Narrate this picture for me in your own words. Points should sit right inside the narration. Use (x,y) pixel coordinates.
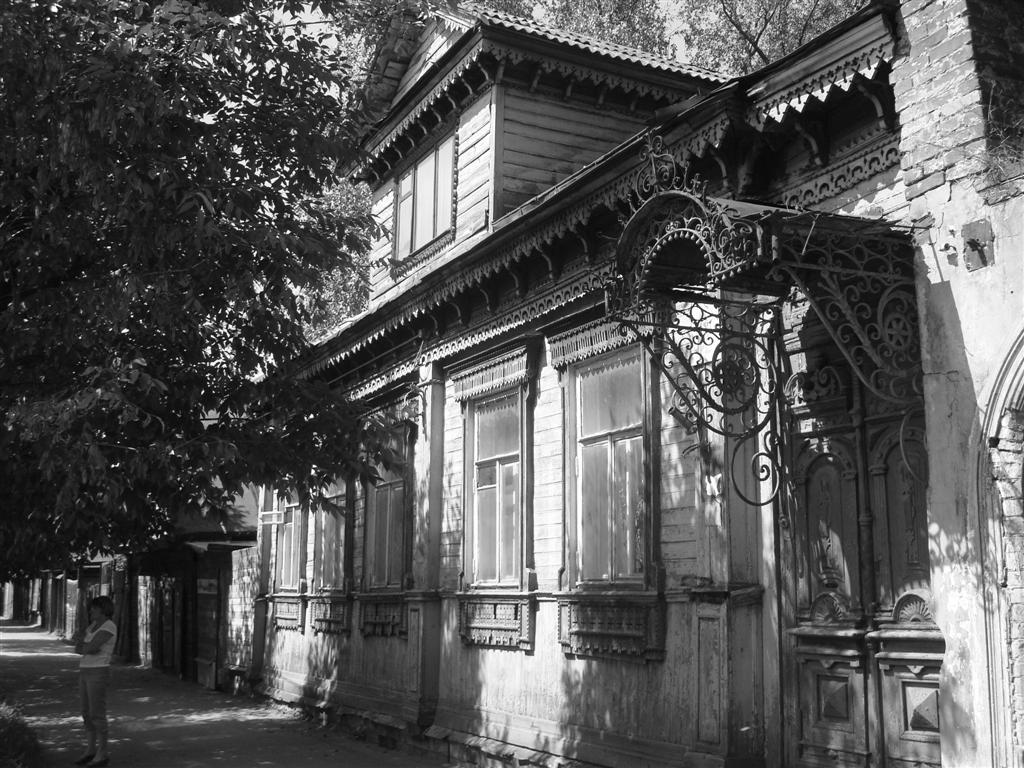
In this image we can see a girl (104,668) on the road (152,711). On the right side of the image (826,291) there is a building (660,418). On the left side (288,9) we can see a tree (96,406).
